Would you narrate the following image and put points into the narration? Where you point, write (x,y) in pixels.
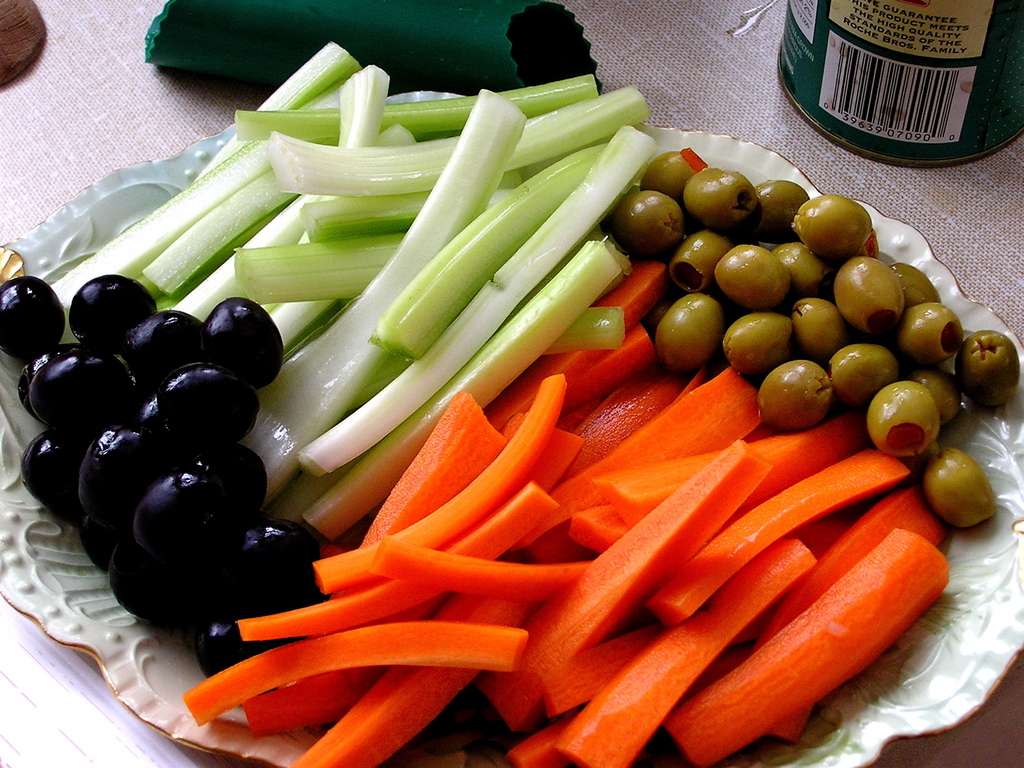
In this image there are olives (717,286), sliced carrots (593,505) and some other fruits (334,382) and vegetables (368,371) in a tray (158,176) on a table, beside the tray (152,194) there is a can (916,86) and some other objects (184,57).
